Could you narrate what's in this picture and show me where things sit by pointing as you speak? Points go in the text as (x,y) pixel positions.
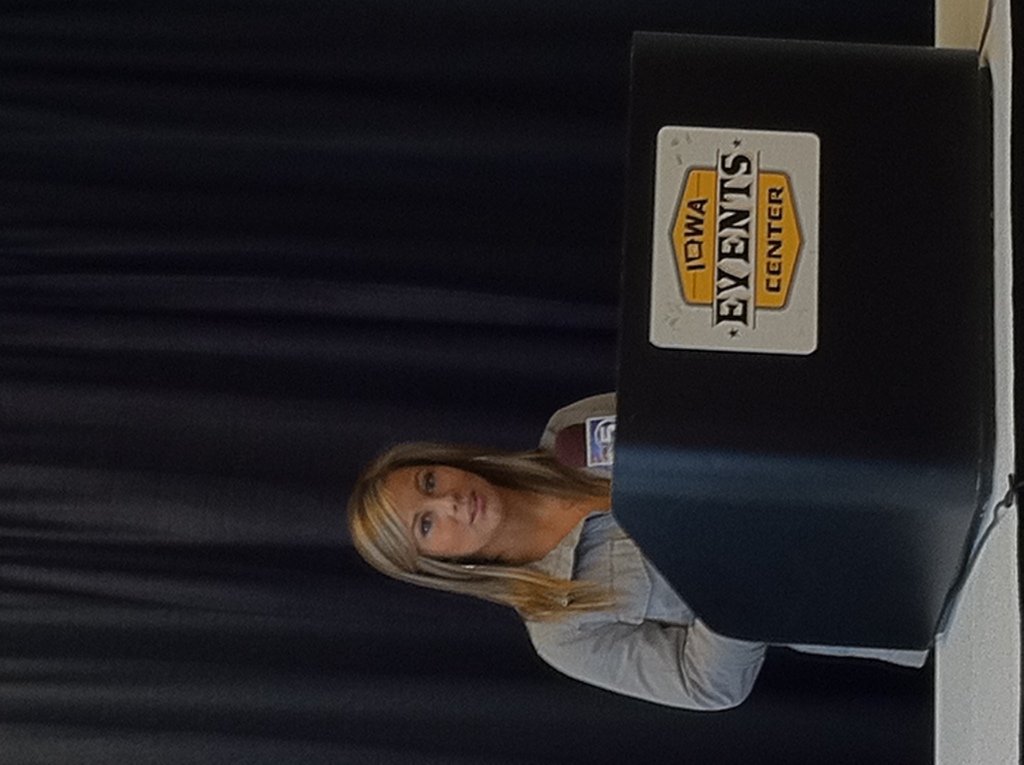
This picture is in leftward direction. At the bottom (594,675), there is a woman (634,641) wearing a blue shirt (623,596) and standing near the podium (813,565). On the podium (865,433), there is some text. In the background (274,305), there is a curtain (263,344).
